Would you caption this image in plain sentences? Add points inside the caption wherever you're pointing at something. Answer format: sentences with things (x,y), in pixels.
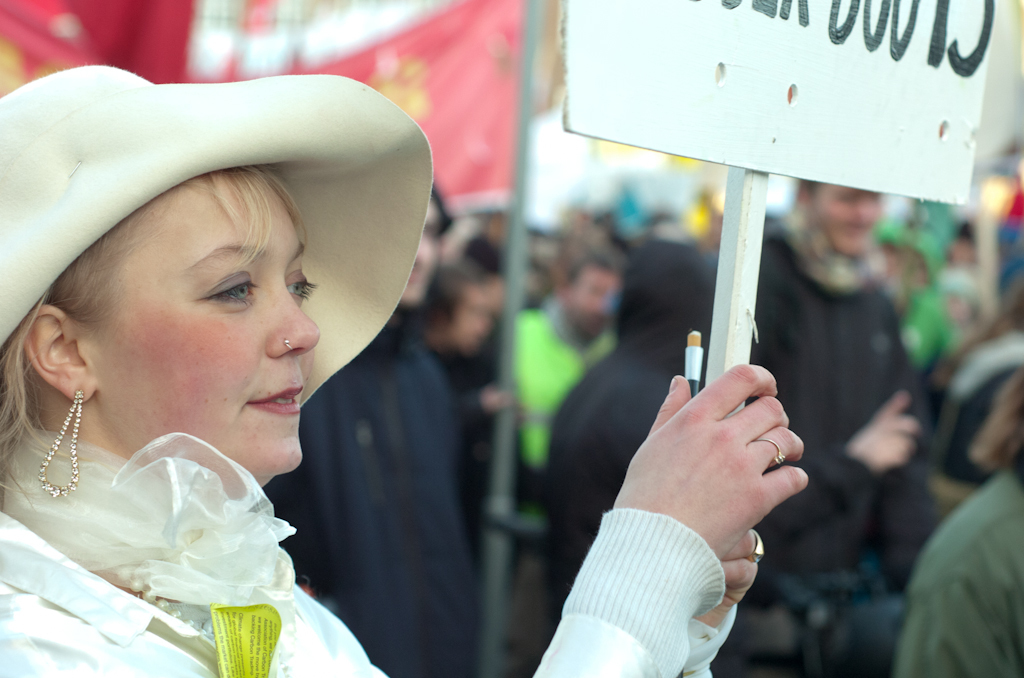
In this image there is a woman (701,444) holding a board (774,3). She is wearing a cap (234,132). Behind her there is a banner (476,57) attached to the pole (502,420). Background (459,576) there are few persons (555,459).
